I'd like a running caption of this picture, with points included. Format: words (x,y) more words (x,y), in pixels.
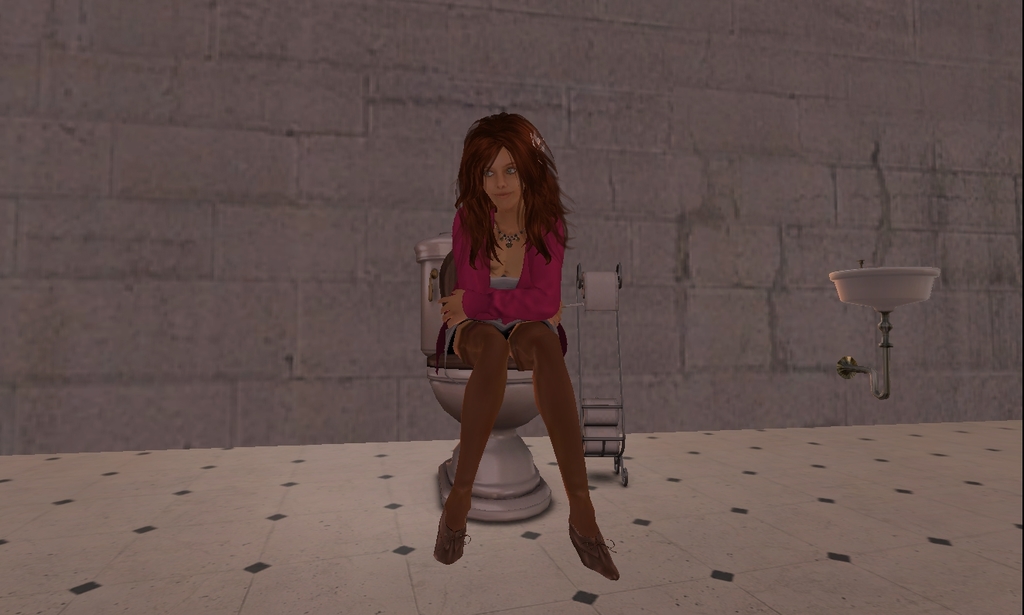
This is an animated image. Here I can see a woman (492,415) sitting on a toilet (445,407). In the background (312,105) there is a wall (351,89).
